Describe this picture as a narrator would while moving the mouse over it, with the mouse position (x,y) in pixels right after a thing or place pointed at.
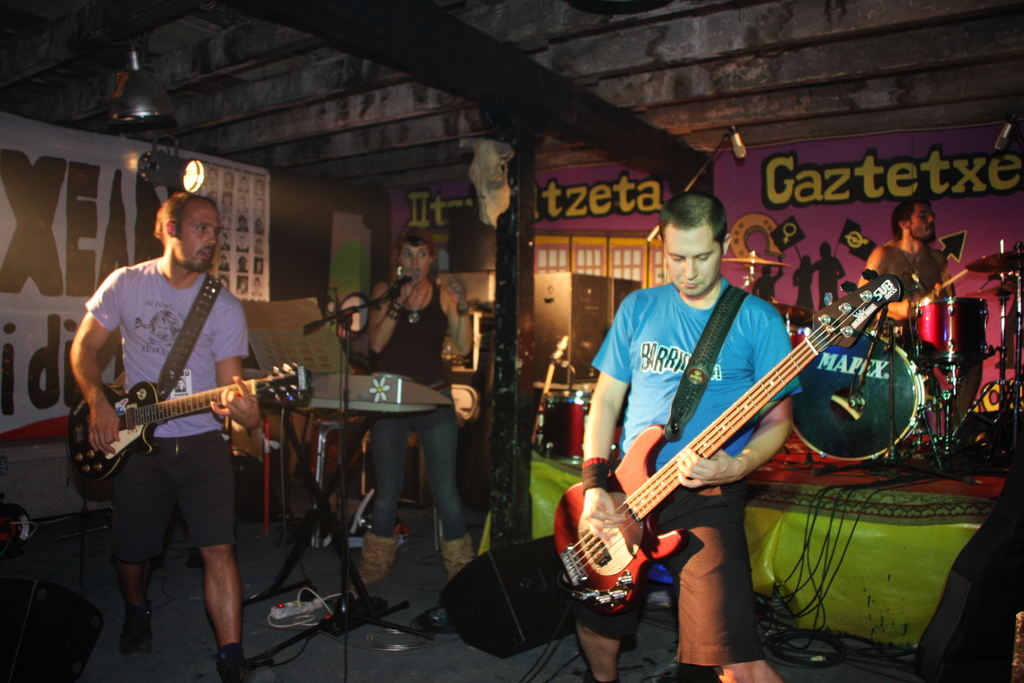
In the right (722,564) and left two men (93,313) are standing and playing the guitars (648,525) in the middle (461,313) a woman (464,299) is playing musical instrument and also singing in the microphone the right a man (863,277) is sitting and playing drums (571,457).
